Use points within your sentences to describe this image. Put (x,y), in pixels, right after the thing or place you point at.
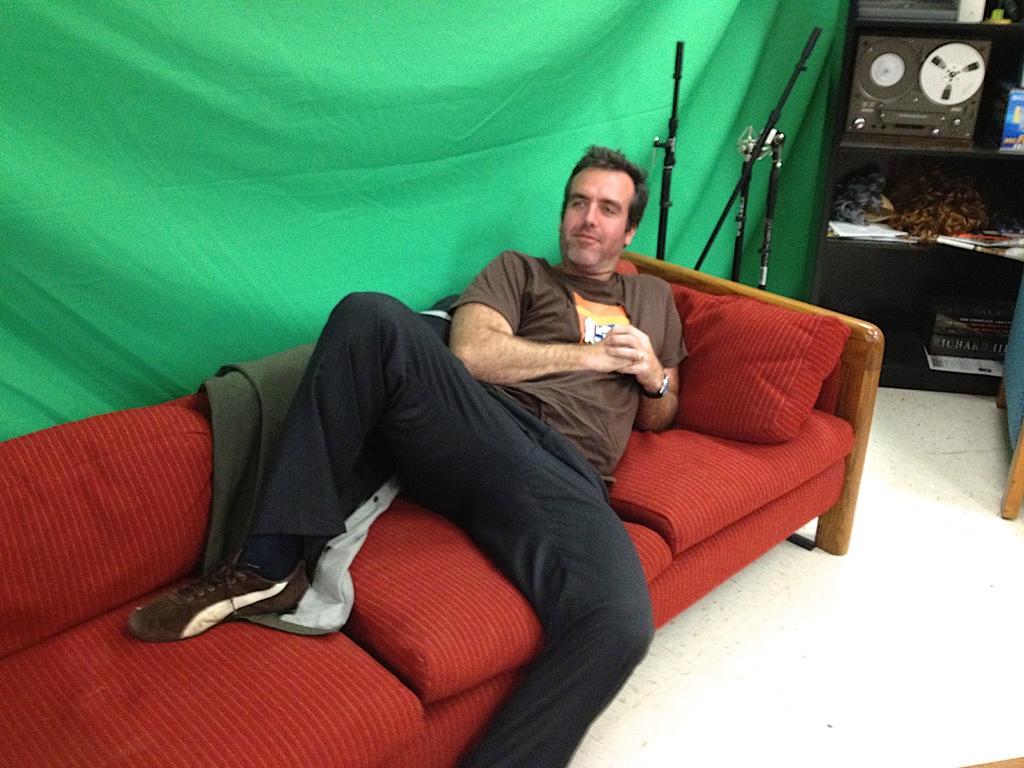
The picture consists of a red sofa (292,681) on which a man (377,436) is lying. He is wearing brown t-shirt (546,312) and black pant (382,343). On the right top (941,102) there is shelf (965,269) having some books (967,307), cloth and some other stuff (915,82). beside that there are two stands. in the background (431,65) there is a green curtain (272,193).
